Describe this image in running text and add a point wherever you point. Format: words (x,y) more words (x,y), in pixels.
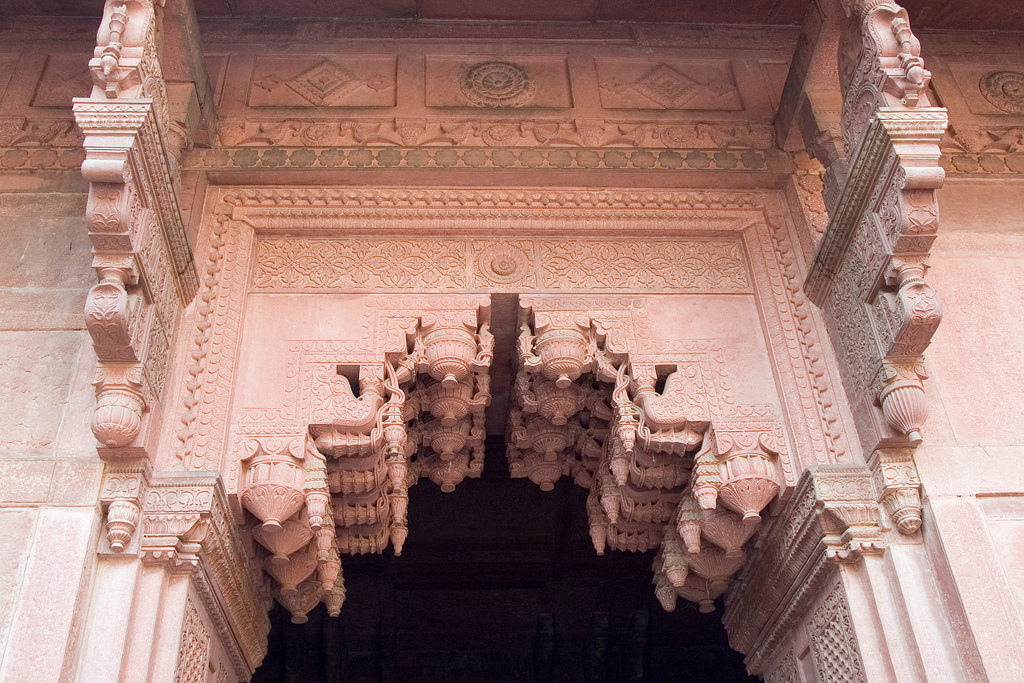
In this picture we can see the carving (206,453) on the wall (412,352) and behind the wall (319,512) there is a dark background (351,590).
